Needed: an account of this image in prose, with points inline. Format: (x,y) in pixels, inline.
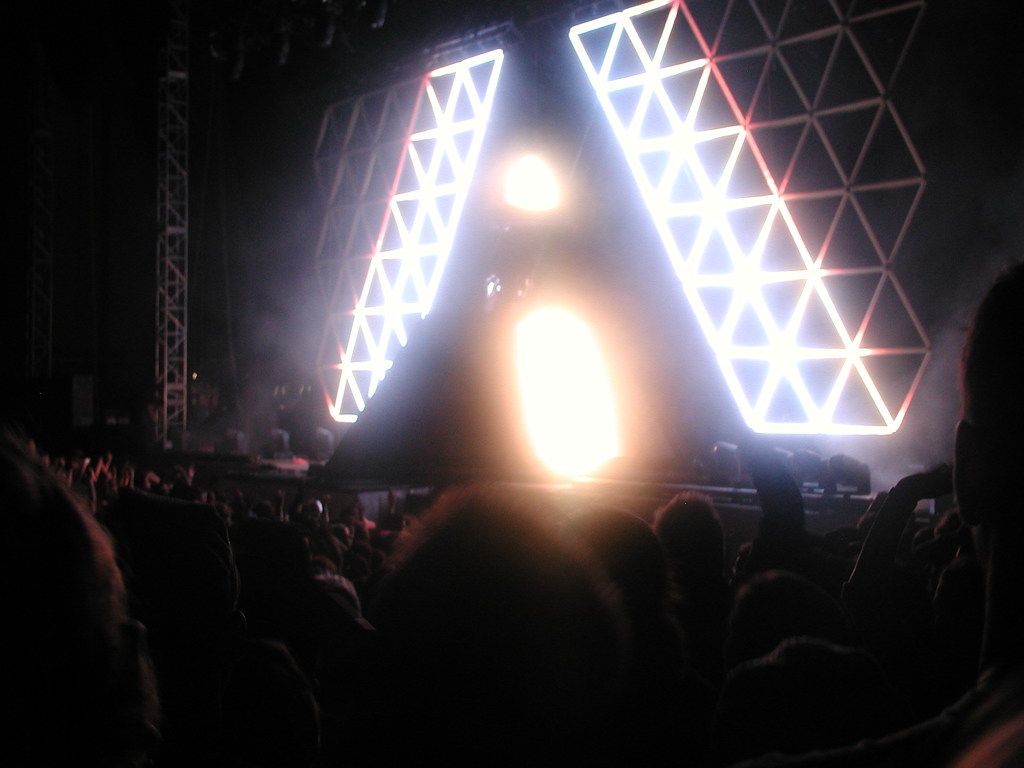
In this image I can see the group of people (562,634). In-front of these people (257,518) I can see the stage (361,429). On the stage (475,410) I can see the lights (396,234) and metal rods (168,226). And there is a black background (141,150).
